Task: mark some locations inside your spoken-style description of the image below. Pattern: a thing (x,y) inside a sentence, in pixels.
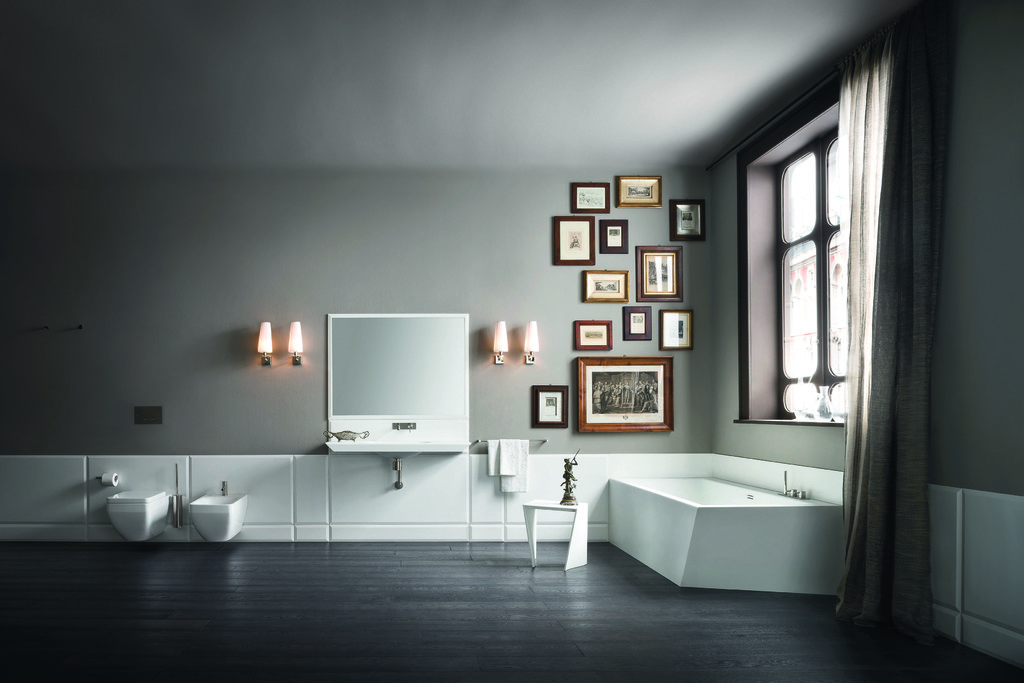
In this picture we can see frames (684,237) on the wall (274,267), lamps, towels (517,454), stool (584,536) on the floor (583,603) with a statue (567,499) on it, tissue paper roll (111,477), window (800,248), curtain (856,249) and some objects (645,499).
